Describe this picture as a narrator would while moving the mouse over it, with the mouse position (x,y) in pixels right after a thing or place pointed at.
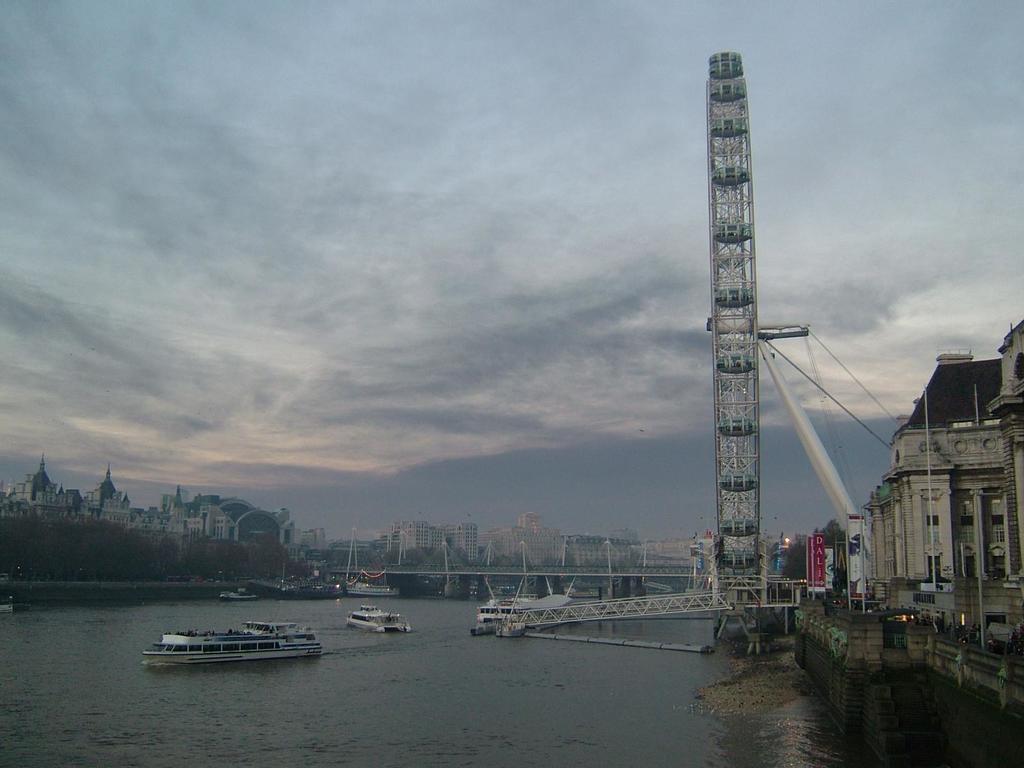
On the right side of the picture (901,578) there are buildings (931,606), boards (860,578), poles (861,570), people (952,629) and other objects (972,672). In the center of the picture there is a water body (508,693) and there are ships (392,627), bridge (510,570), poles (608,562) and a tower (744,207). In the background (37,550) there are buildings (662,552), trees (0,564) and other objects (17,588).
